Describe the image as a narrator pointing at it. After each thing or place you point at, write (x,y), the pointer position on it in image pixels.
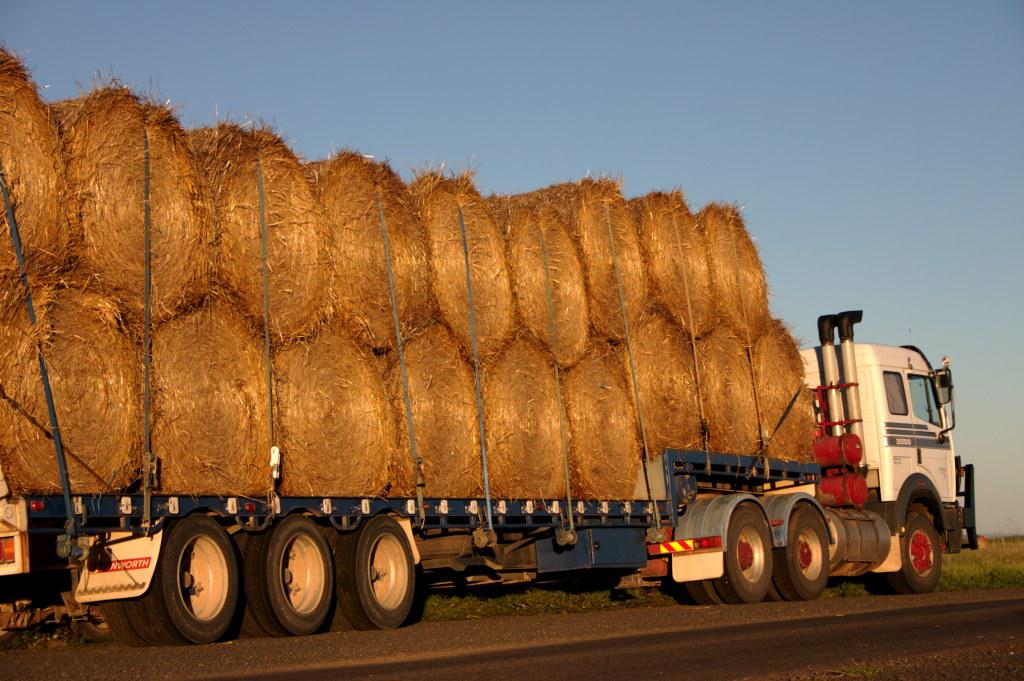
In this picture we can see the grass (1006,572), vehicle (872,464) on the road (953,635) and on this vehicle (838,441) we can see some objects (466,373) and in the background (621,138) we can see the sky (597,124).
